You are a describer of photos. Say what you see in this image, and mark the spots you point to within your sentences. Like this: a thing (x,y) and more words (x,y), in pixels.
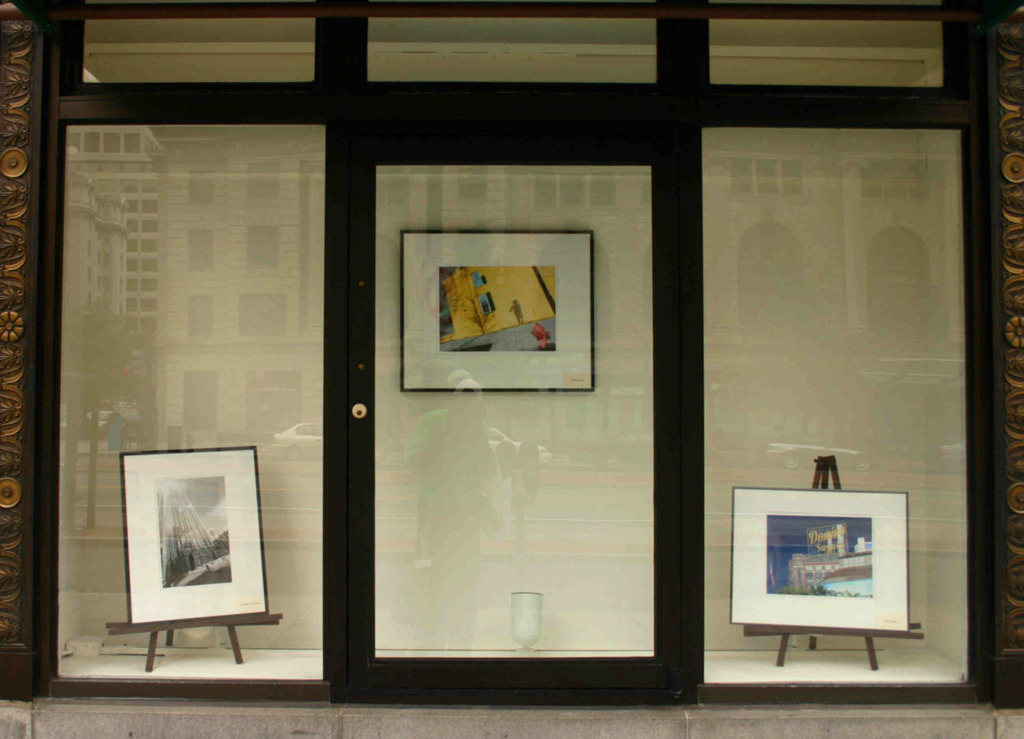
In this image there are photo frames (243,525) on the stands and on the walls (559,401) on the display (276,518), in front of that there are glass door (666,307) and glass wall (775,331).
